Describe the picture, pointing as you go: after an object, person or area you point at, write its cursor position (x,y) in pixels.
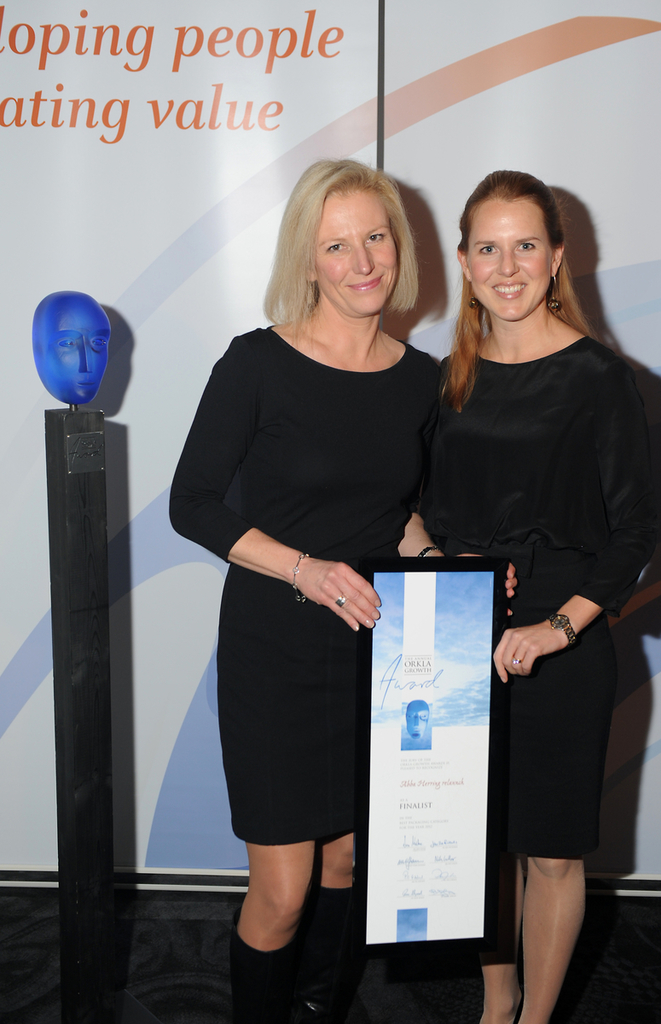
In this picture we can see two women (492,436) are holding a board (434,822), behind we can see a banner (130,112) on which some words (114,98) are written.
